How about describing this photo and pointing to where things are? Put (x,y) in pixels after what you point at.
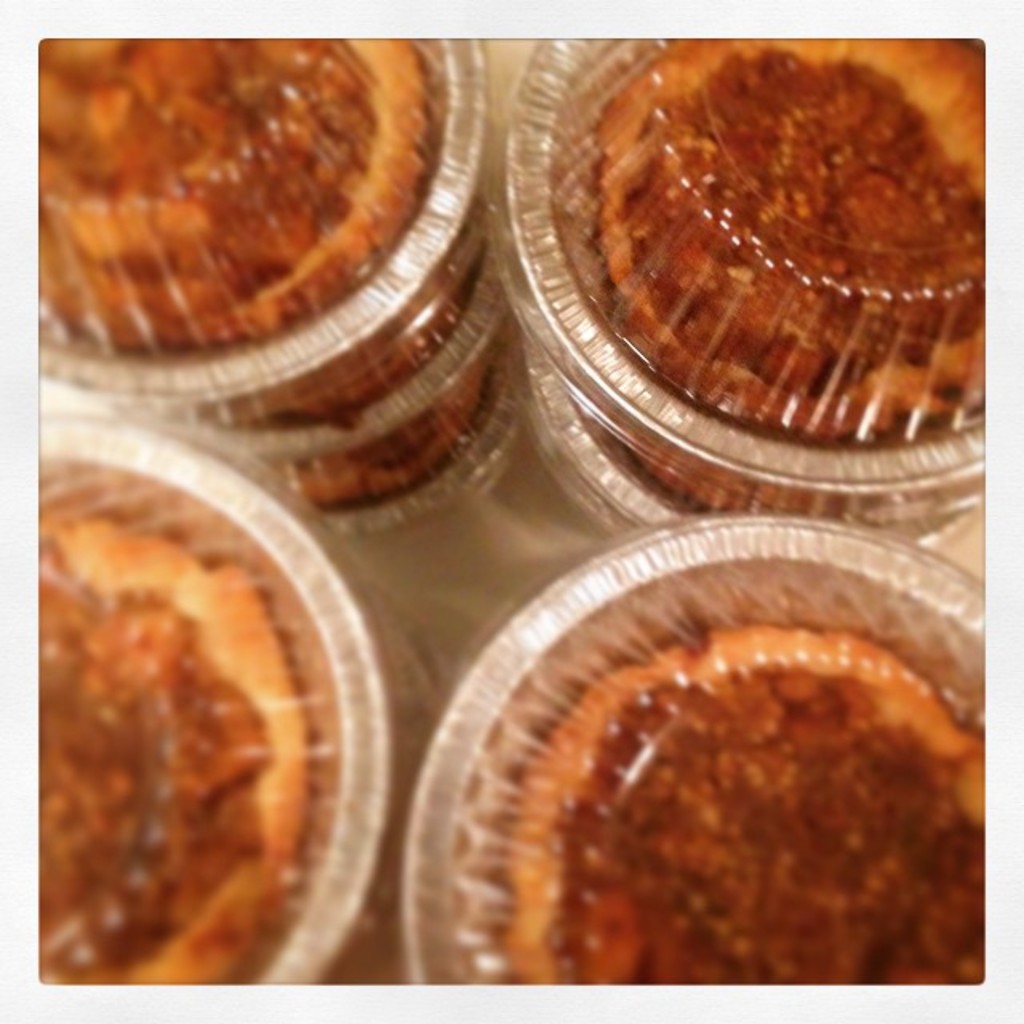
This is an edited picture. In this image there are cups (850,294) and there is food (205,624) in the cups (630,445).
